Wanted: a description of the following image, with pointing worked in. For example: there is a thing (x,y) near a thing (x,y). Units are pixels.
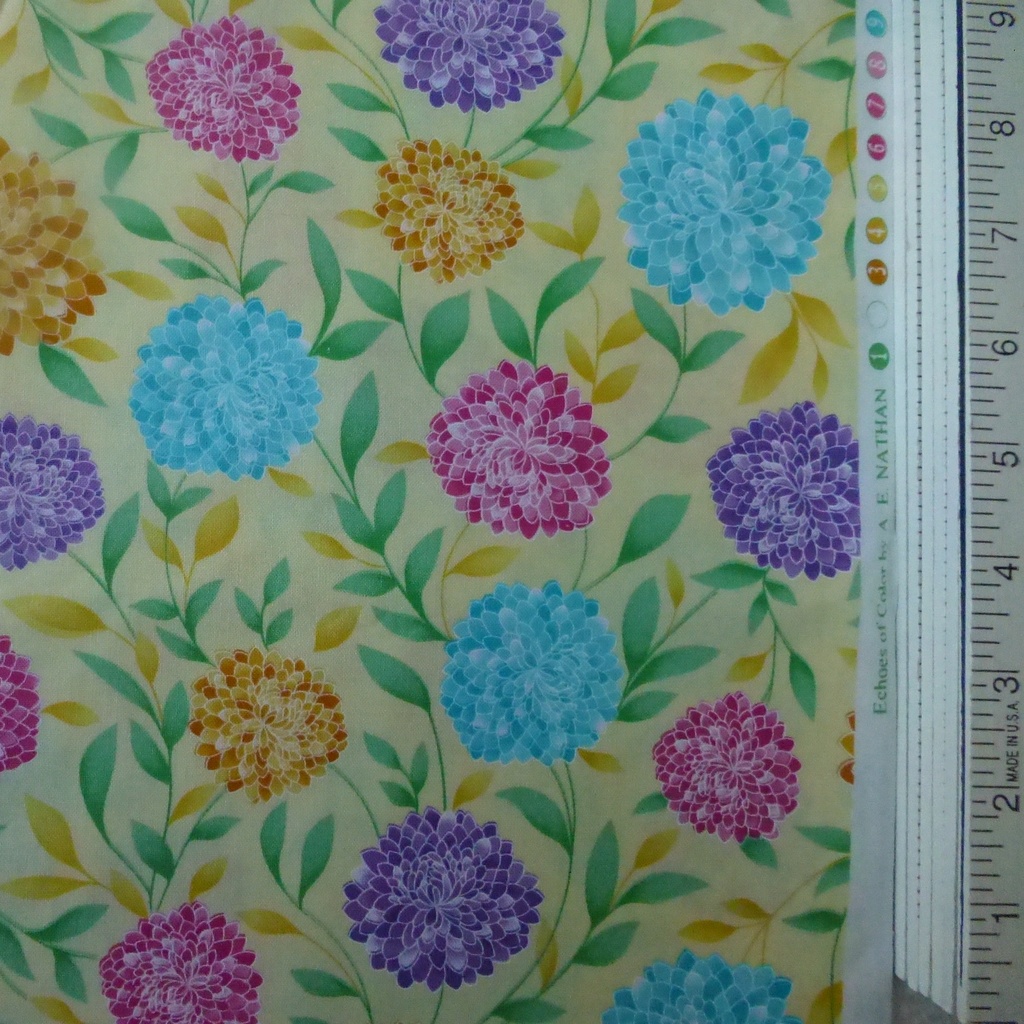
In this picture it is looking like a cloth (486,196) or maybe a wall (333,599), on the object (76,658) there are flowers (339,705) as design (458,924). On the right (1011,664) there is a scale (993,119).
